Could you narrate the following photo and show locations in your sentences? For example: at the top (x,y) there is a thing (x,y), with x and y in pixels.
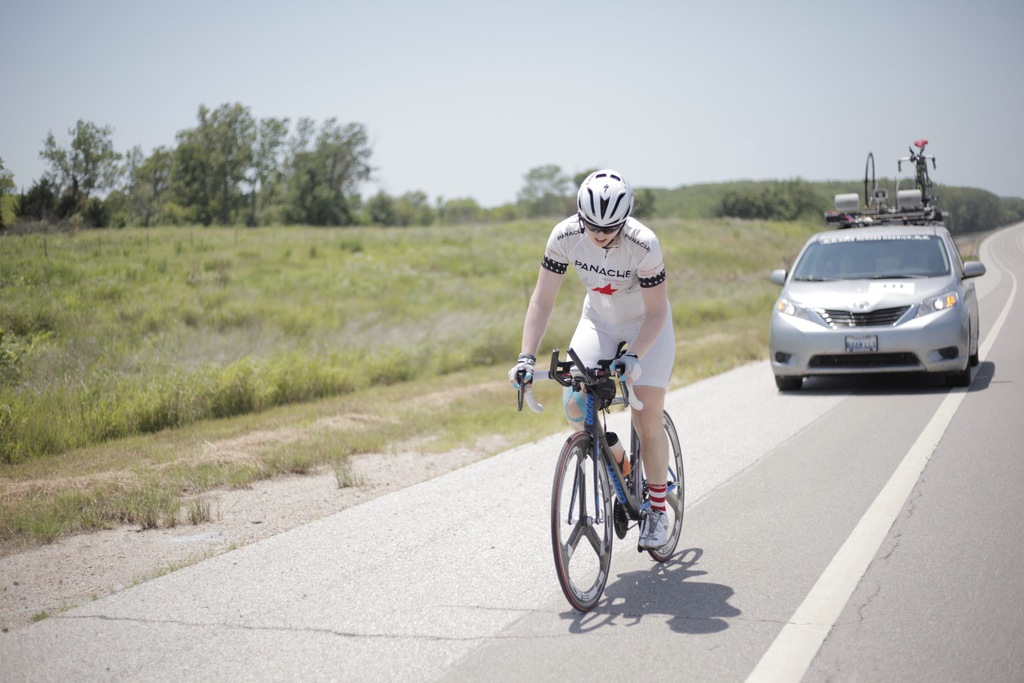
This person (598,358) is riding a bicycle (640,528) and wore helmet (595,218). Background (885,324) there are trees (71,202), grass (465,338) and car (941,295).
